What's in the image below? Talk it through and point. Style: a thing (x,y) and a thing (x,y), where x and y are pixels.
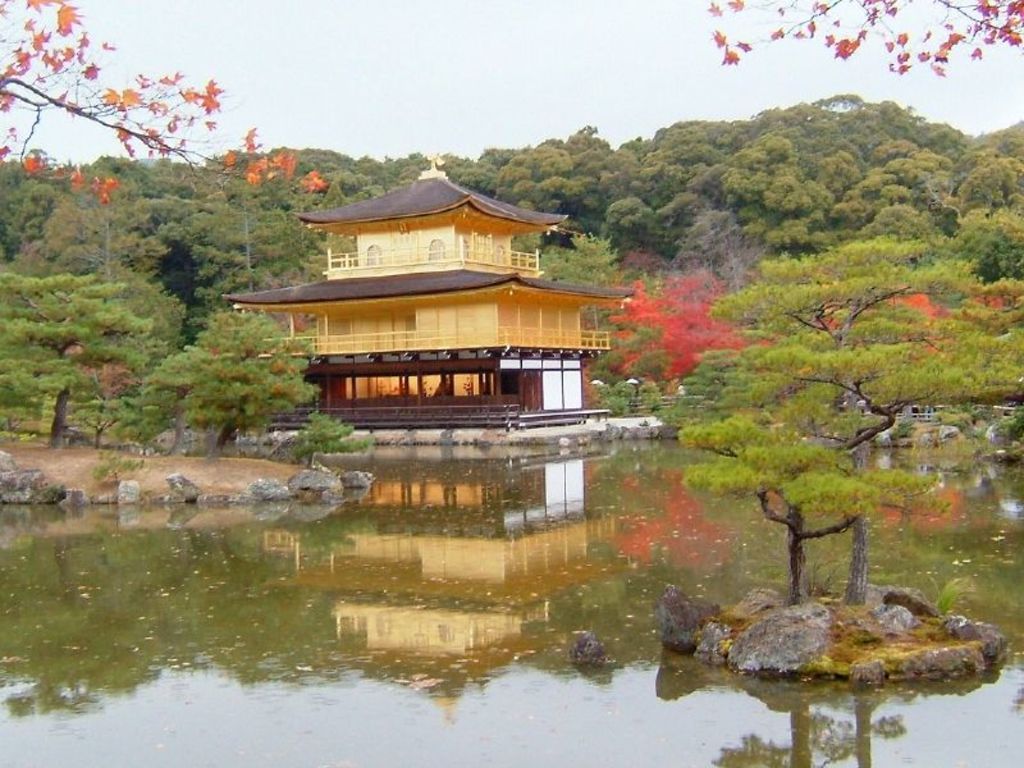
In this image, there is water (547,566), there is a yellow and black color house (442,384), at the background (769,196) there are some green color trees (895,170), at the top (530,132) there is a sky (507,25).
